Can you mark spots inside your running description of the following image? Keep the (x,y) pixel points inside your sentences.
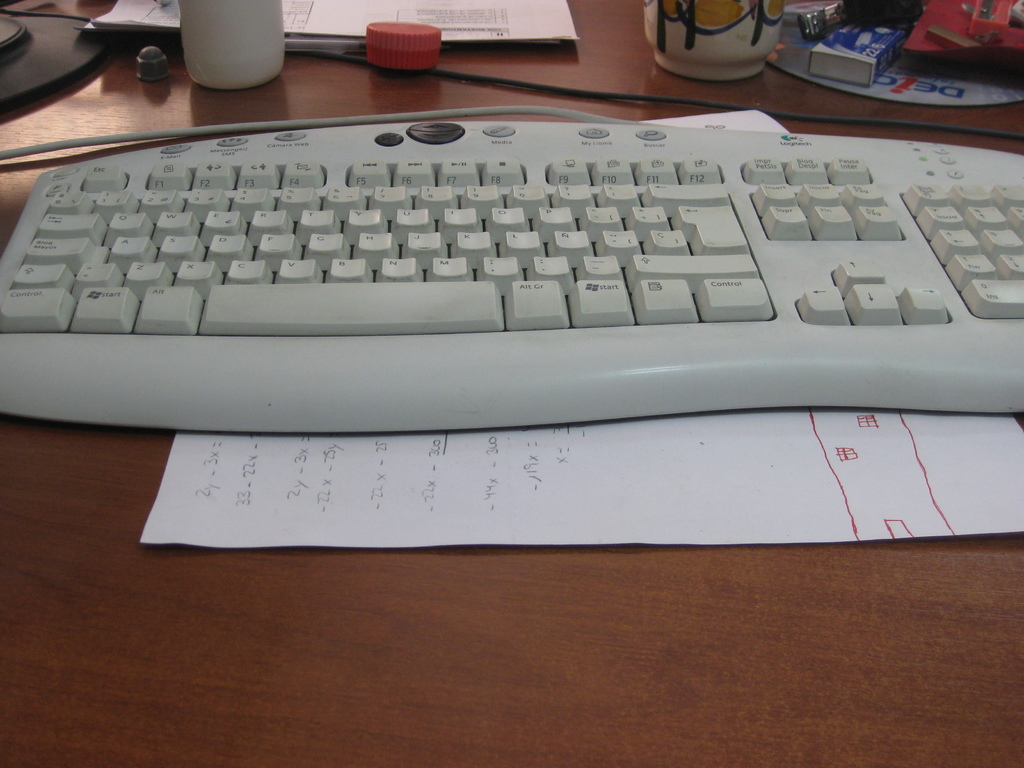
In this image i can see a paper (546,466) and a keyboard (465,301) on it. I can see few other objects (415,58) on the table (761,659).
